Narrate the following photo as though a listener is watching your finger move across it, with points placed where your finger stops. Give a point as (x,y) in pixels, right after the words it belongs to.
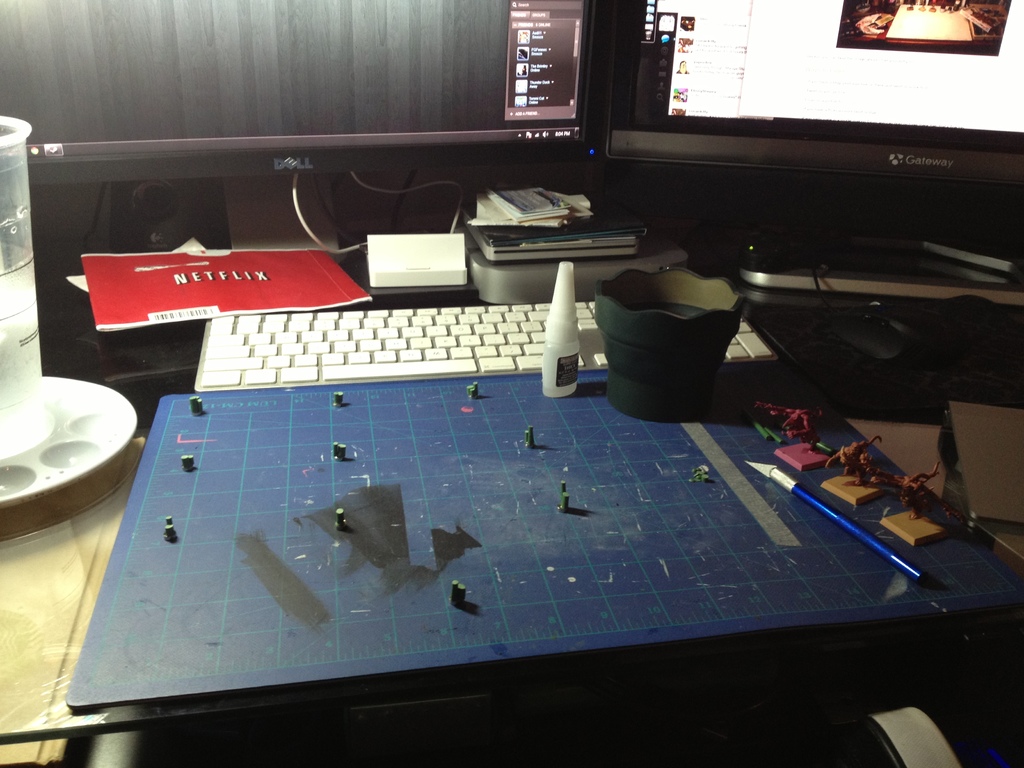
In this image there is a glass table (24,645) on which there are two computers (487,62), keyboard (412,352), cup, glue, cutting mat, CD disk box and some electronic gadgets (525,255) on it.
